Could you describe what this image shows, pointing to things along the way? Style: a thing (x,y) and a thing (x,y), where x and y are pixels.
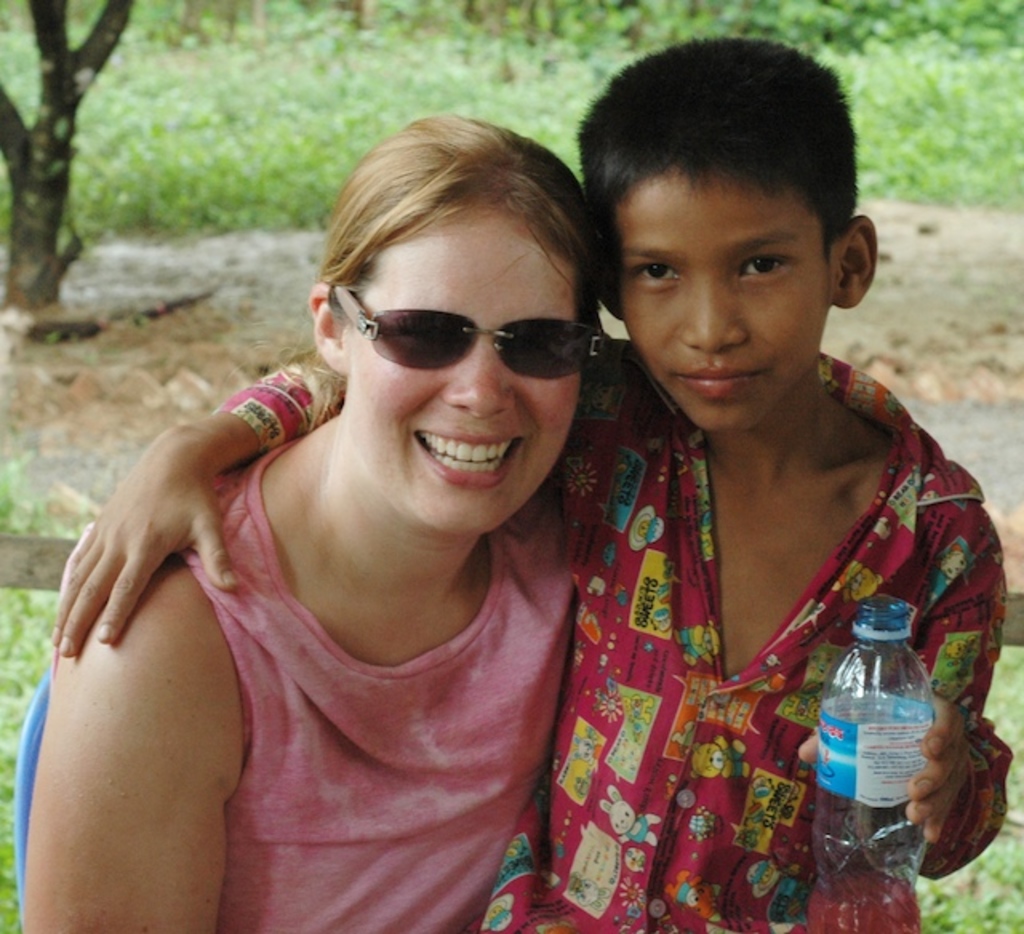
As we can see in the image there is a tree stem (64,110), grass (205,147) and two people (441,461) in the front (539,482) and this boy (686,633) is holding bottle (862,734).
